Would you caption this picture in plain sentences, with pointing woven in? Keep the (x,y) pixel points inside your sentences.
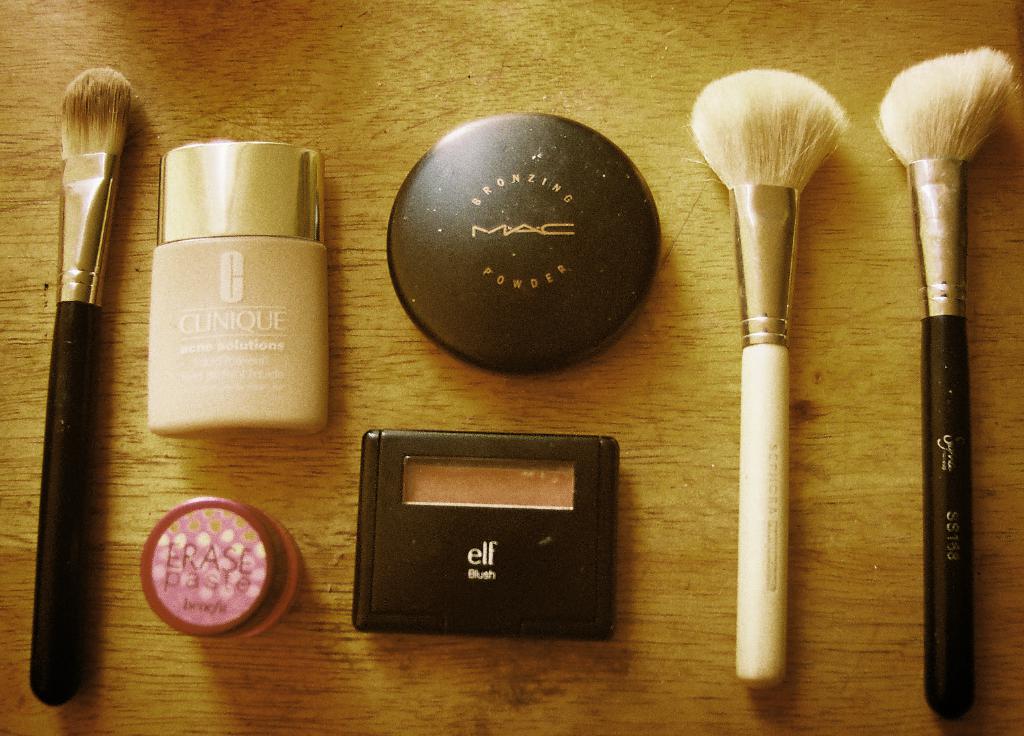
In this picture we can see brushes (59,536) and makeup objects (402,476) on the wooden platform (426,69).
